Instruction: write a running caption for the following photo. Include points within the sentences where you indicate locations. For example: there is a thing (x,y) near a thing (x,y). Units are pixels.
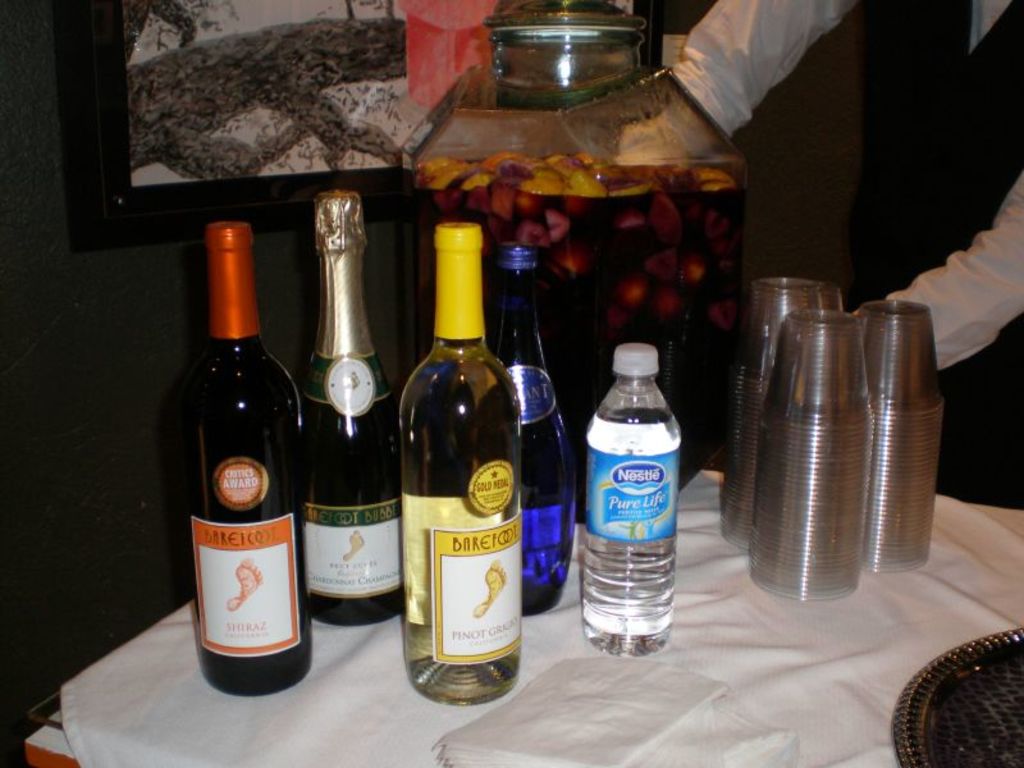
On the table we can see there are many drink bottle (344,454), water bottle (637,482) and glasses (823,446). There is a person (906,87) standing. This is a white cloth (820,636) on the table (639,717).
